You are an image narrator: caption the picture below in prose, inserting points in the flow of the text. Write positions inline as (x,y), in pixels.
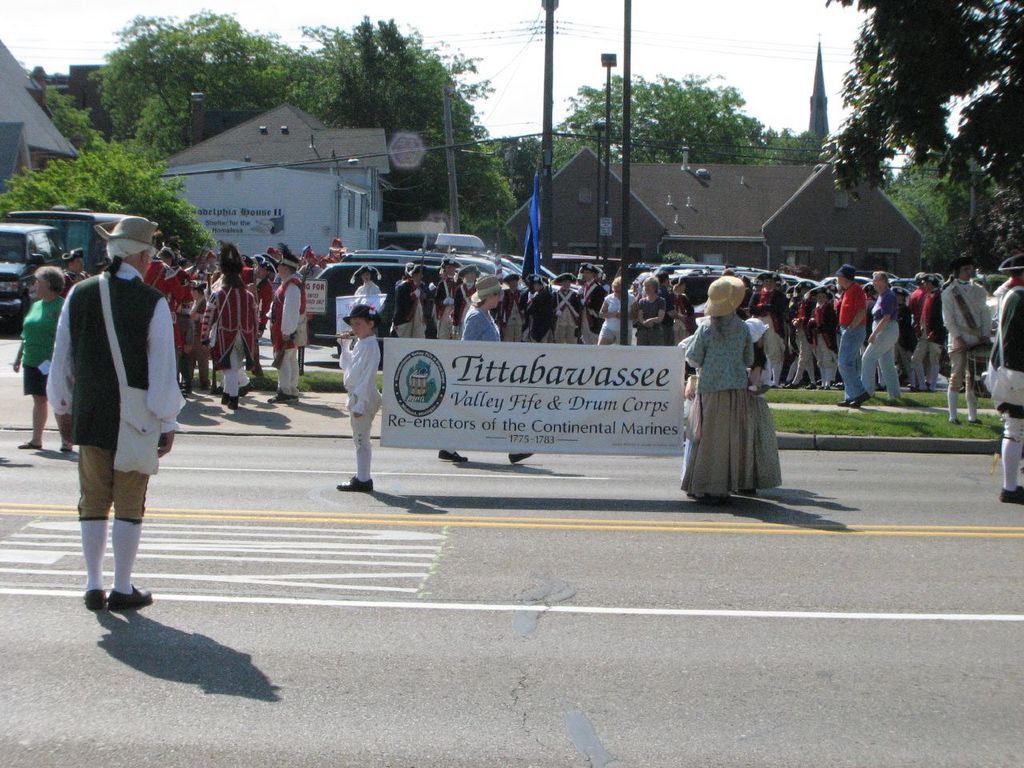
Here in this picture in the middle (435,405) we can see two children (366,363) carrying a banner (645,371) on their shoulders (361,345) and we can see other number of people (145,350) standing and walking on the road (1006,578) over there and we can also see some part of ground (945,415) is covered with grass (330,379) and we can see most of them are wearing hats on them and we can also see light posts (610,70) and poles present and we can also see some vehicles (384,285) present on the road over there and we can see houses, plants (397,177) and trees (958,212) also present over there.
